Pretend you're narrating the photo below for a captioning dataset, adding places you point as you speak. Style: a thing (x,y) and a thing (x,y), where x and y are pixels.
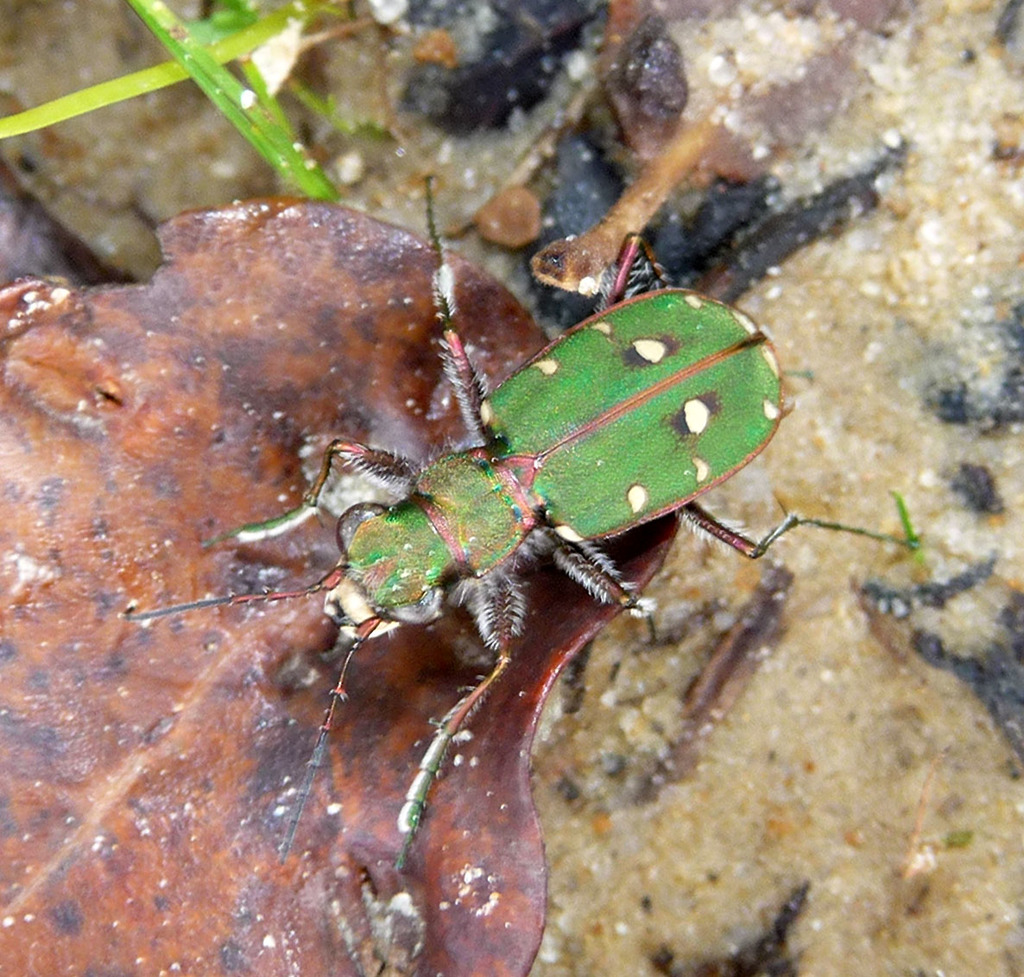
This is the picture of the insect (520,544) on the leaf (75,708).
